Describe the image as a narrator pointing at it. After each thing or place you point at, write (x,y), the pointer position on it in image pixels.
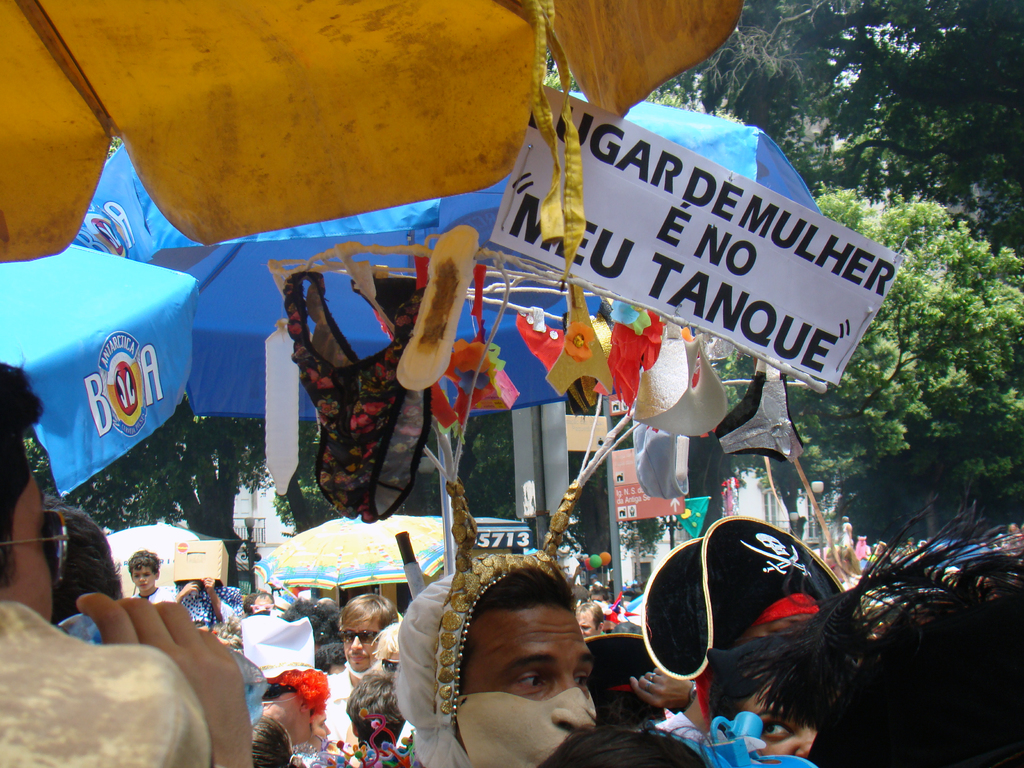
In this picture we can see a group of people (151,583), umbrellas (371,562), name boards (630,481), flag (703,506), balloons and some objects (389,516) and in the background (75,501) we can see trees (263,478).
